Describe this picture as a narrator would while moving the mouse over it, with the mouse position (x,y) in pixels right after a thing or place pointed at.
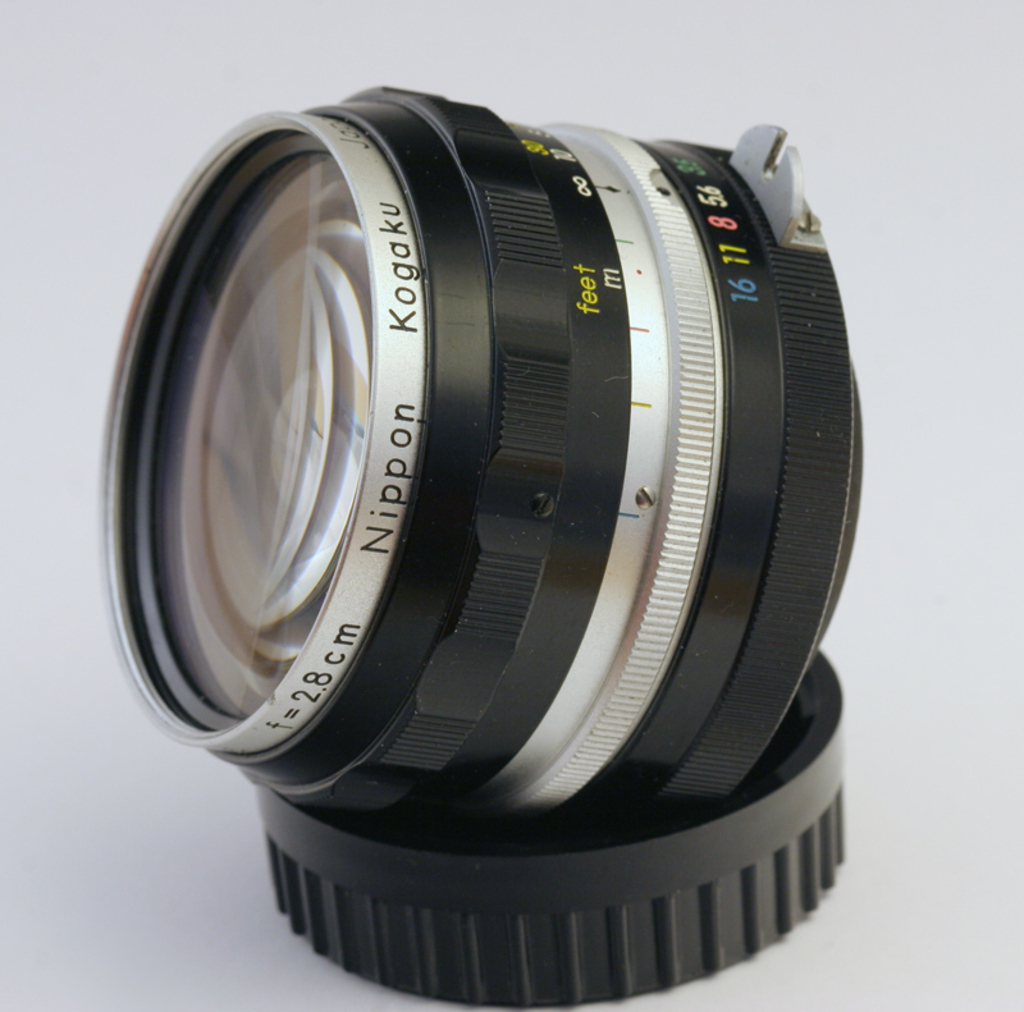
In the picture I can see a camera lens (569,714) and its lid (663,880) are placed on the white color surface (156,963).
